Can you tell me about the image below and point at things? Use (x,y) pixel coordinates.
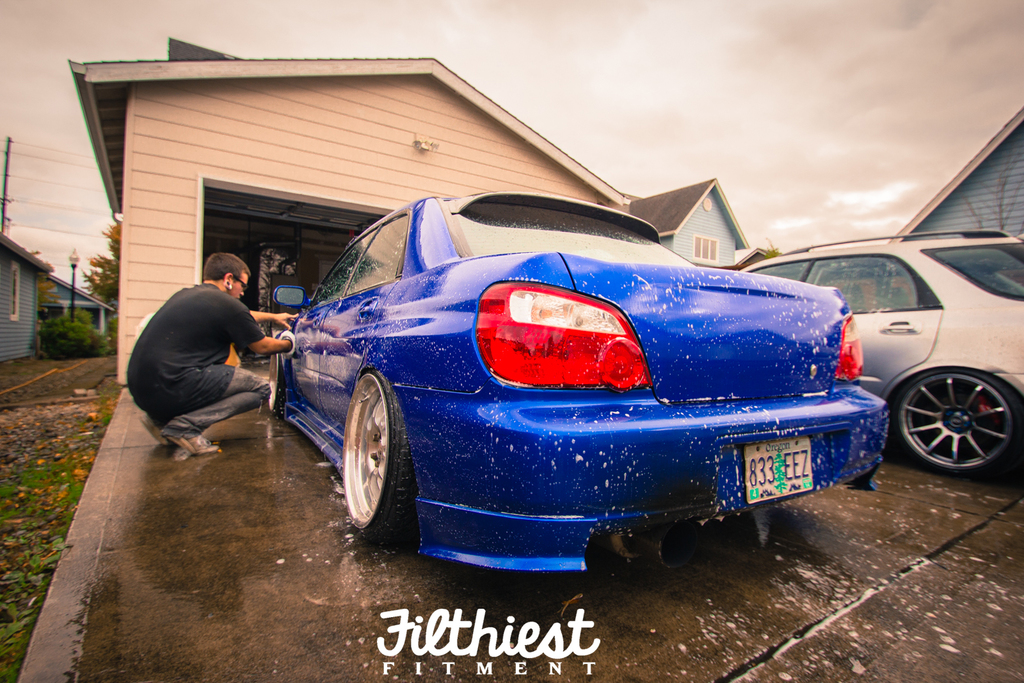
In this image we can see a person (255,316) washing a car (304,294) and in the background (550,190) there are houses (982,179) and a car (946,303).
